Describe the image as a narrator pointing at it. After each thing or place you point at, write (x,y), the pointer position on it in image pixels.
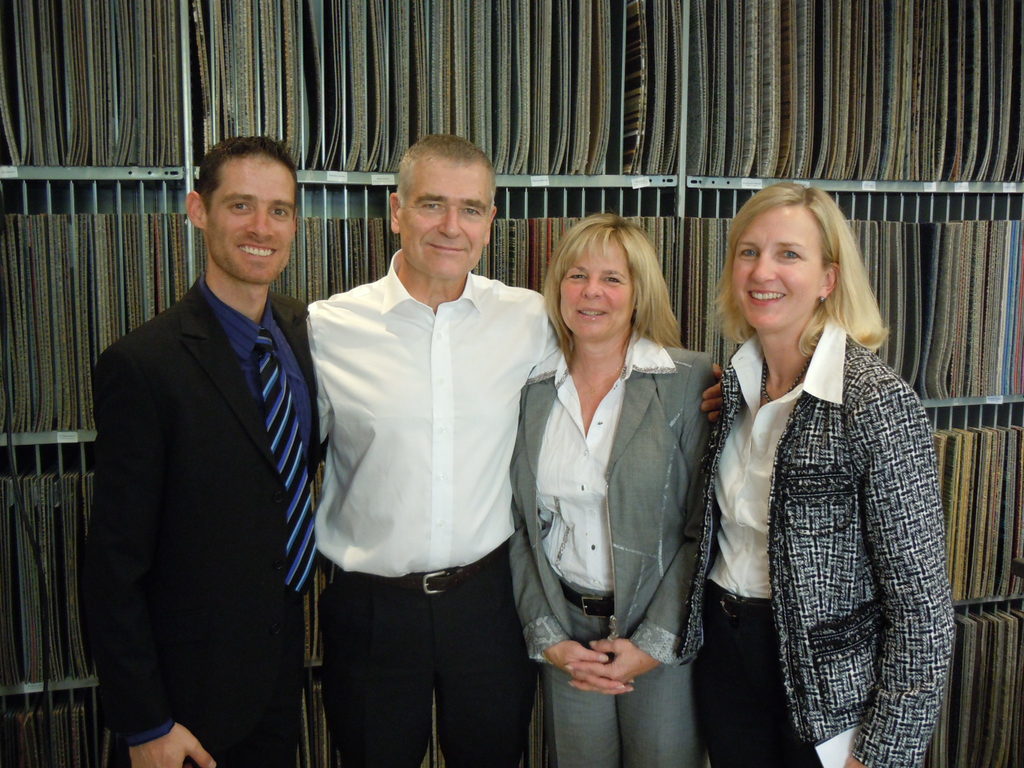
In this image there are two men (343,469) and two women (730,516) standing, in the background (74,89) there is a rack (144,168), in that rack (258,125) there are books (89,229).
